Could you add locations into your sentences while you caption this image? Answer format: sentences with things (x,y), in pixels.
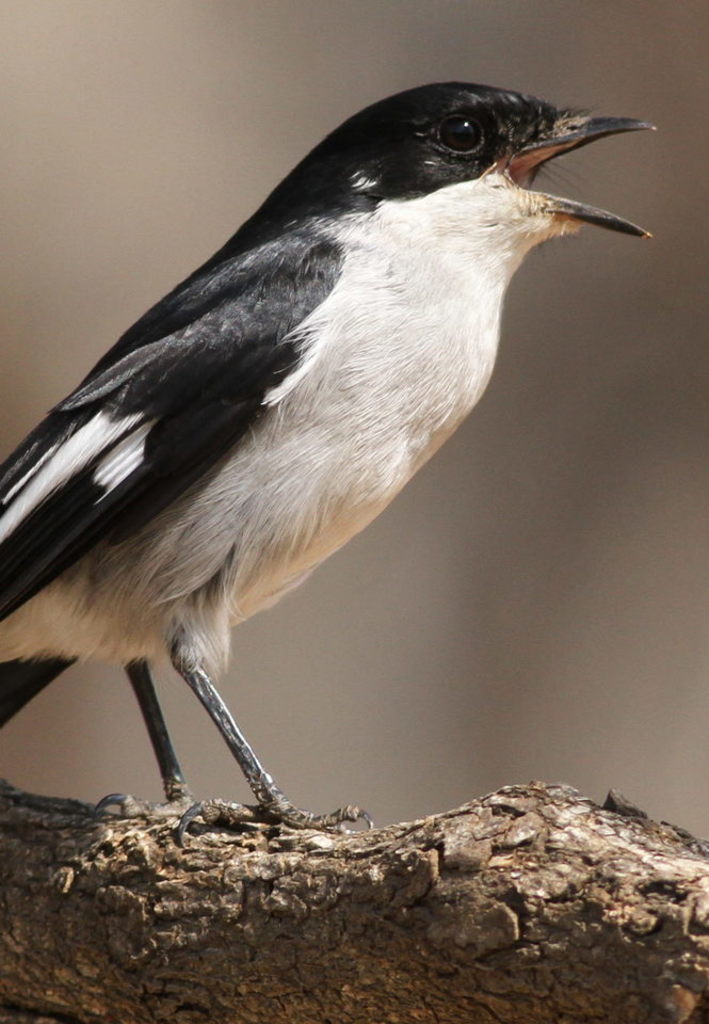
In this image we can see a bird (17,590) on the branch (485,806). There is a blur background (80,171).
